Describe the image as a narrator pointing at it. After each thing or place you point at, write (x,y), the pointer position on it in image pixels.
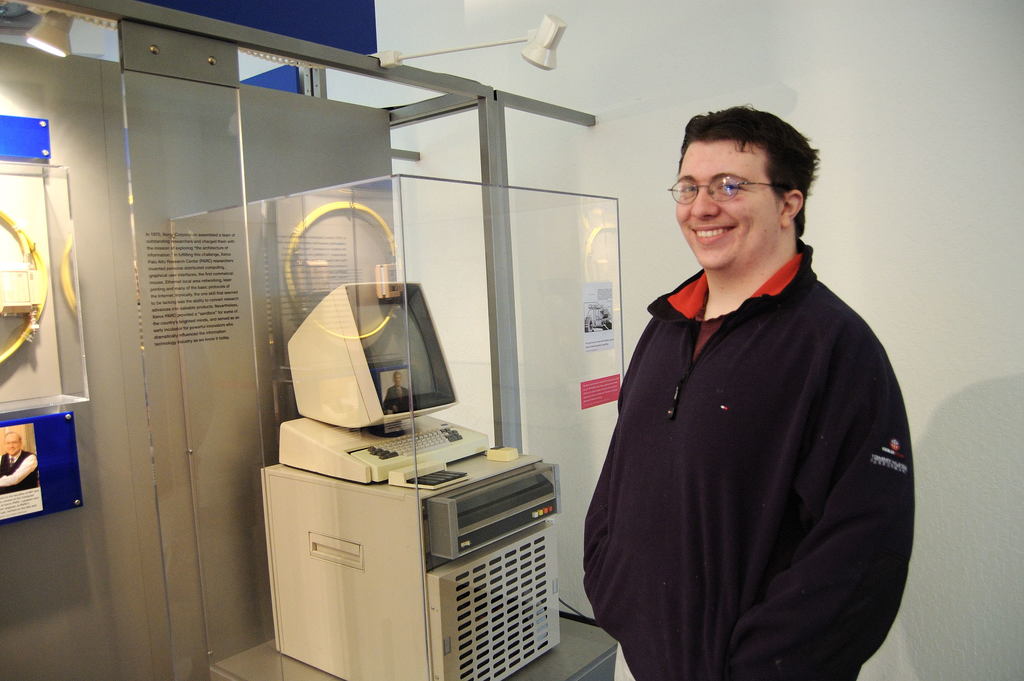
In this picture I can see a man (749,416) standing he wore spectacles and I can see a monitor (401,406), keyboard (440,460) in the glass box (312,238) and I can see another glass box (57,196) on the left side of the picture (8,288) and I can see a small poster (19,484) with some text (18,492) and a picture (18,492) of a man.
